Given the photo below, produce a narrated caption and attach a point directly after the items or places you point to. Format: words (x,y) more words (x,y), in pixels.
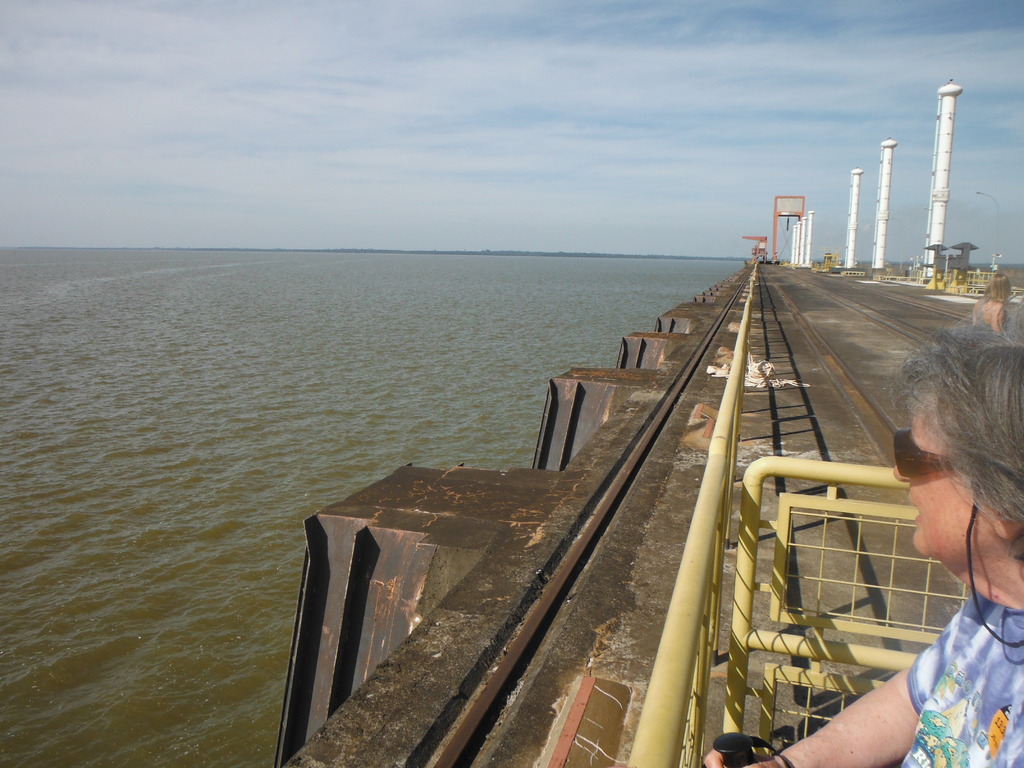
In this picture I can observe a river (312,324) in the middle of the picture (457,302). On the right side (854,342) I can observe a woman (965,487) and road (857,327). In the background (561,165) I can observe sky (533,108).
